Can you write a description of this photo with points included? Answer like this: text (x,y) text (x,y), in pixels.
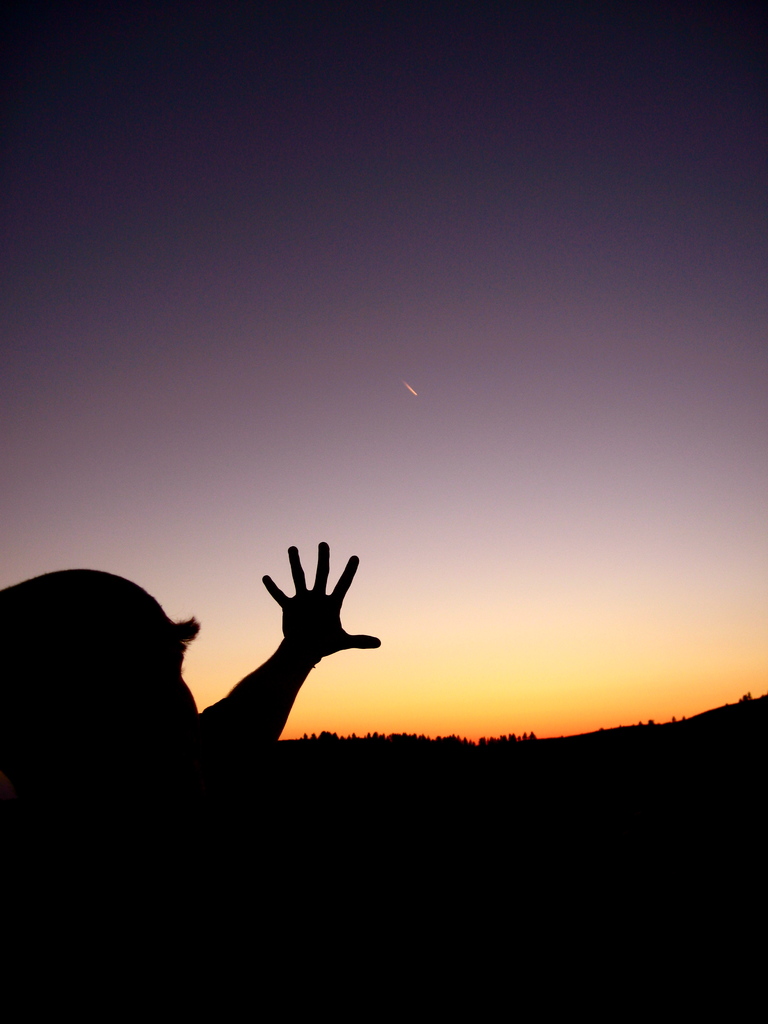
In this picture we can see a person (109,730) and behind the person (146,663) there are trees (459,742) and the sky (365,476).
